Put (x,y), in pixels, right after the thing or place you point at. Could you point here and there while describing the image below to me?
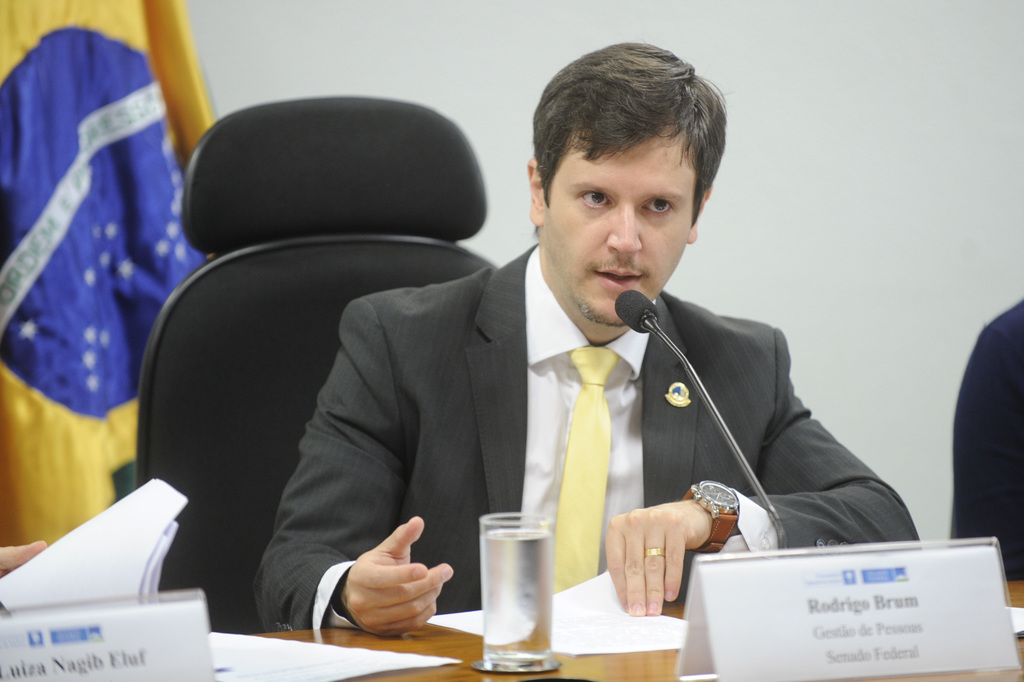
In the center of the image (646,443) we can see a man (581,531) sitting, before him there is a table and we can see a glass (508,633), papers (233,656), boards (689,633) placed on the table (680,613). There is a mic (649,319). In the background (518,107) there is a wall (832,242). On the left (59,56) we can see a flag (108,371).
